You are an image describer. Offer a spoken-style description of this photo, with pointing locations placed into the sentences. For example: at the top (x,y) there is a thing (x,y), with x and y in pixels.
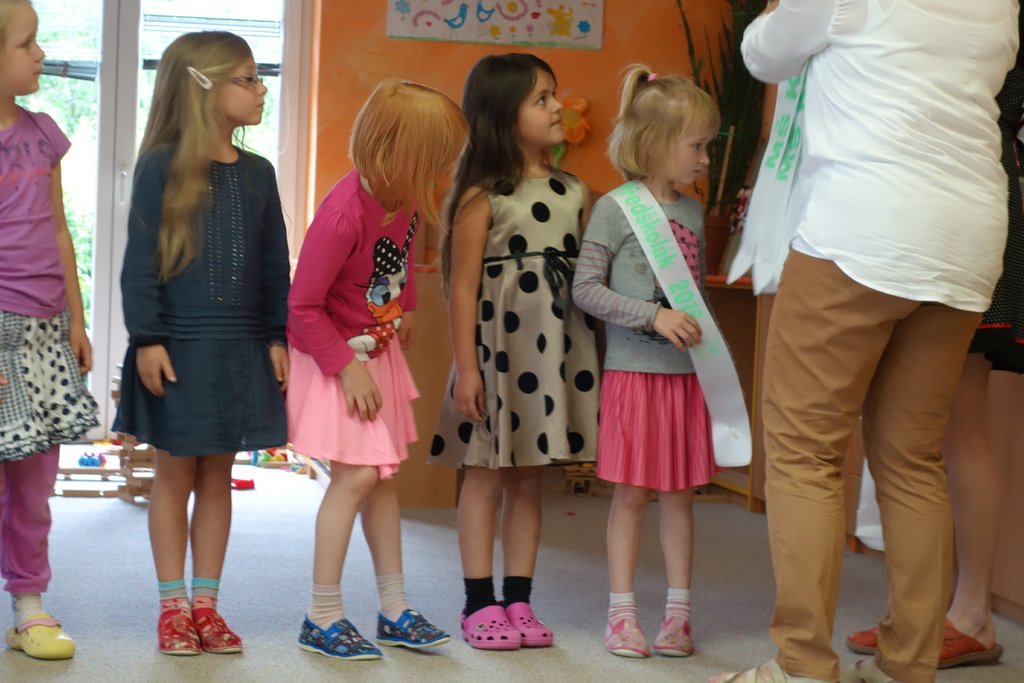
This picture is clicked inside the room (806,226). On the right (855,143) we can see the two persons (918,401) standing on the ground (736,652) and we can see the group of girls (392,100) standing on the ground (448,584). In the background (123,44) we can see the door (82,164), green leaves (88,227) and some other objects (751,195) and the pictures (584,8) of some birds (462,24) and some other items (555,16).
